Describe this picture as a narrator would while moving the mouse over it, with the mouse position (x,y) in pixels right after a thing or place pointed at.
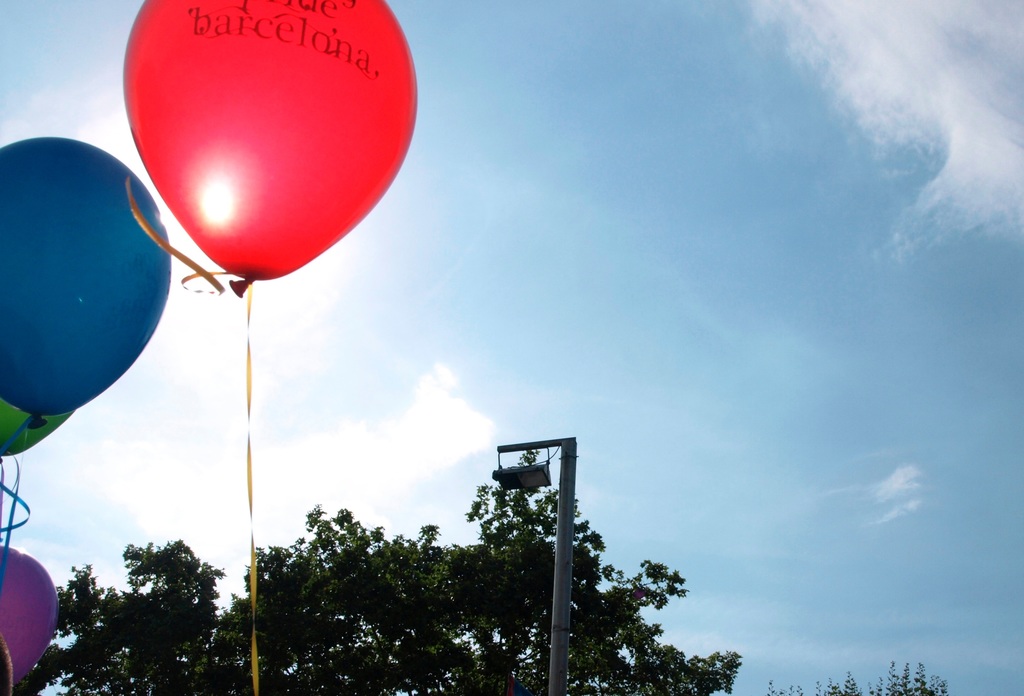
In this picture we can see few balloons (197,113), trees (512,565) and a pole (570,609), and also we can see clouds (933,144).
